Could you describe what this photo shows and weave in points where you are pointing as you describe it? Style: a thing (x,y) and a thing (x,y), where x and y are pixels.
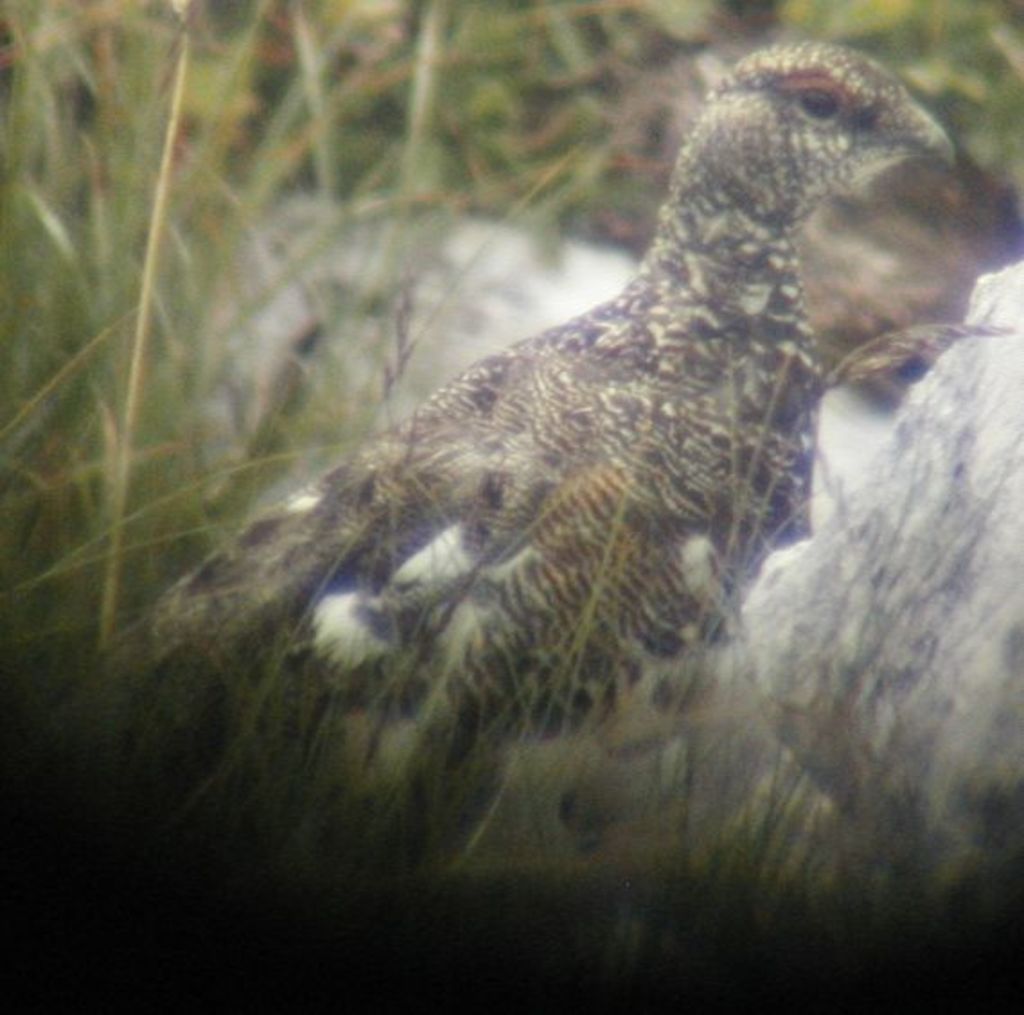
In the center of the image (474,472) there is a bird (767,479). In the background of the image (405,26) there is grass (92,113).
